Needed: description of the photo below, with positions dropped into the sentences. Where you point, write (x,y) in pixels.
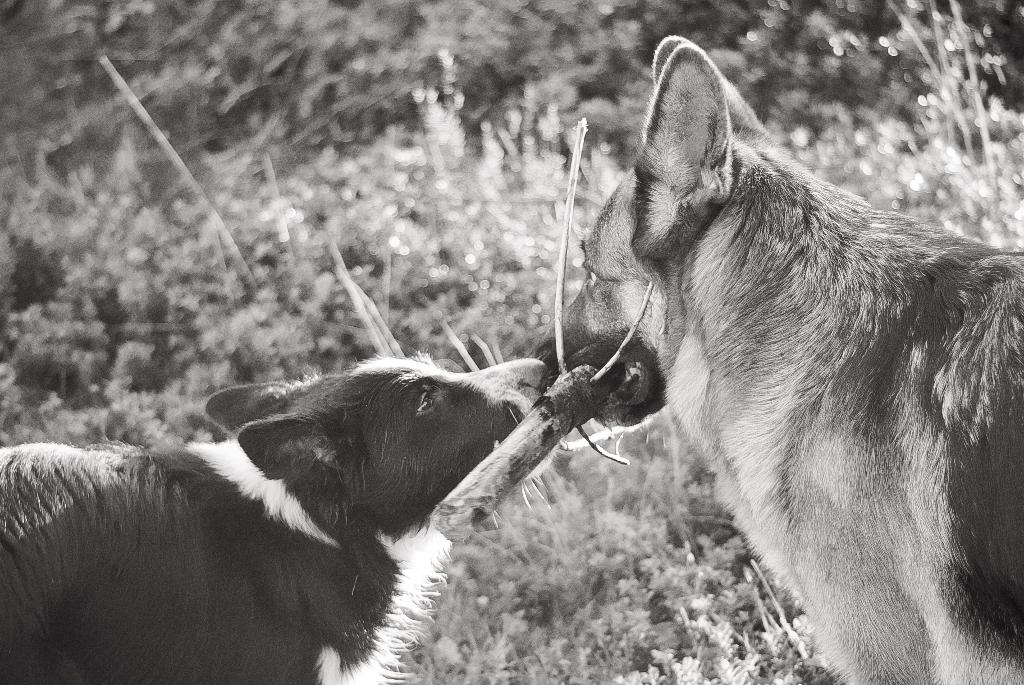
On the right side (869,409), there is a dog (870,381) holding a stick (585,385) with mouth (642,350) and standing. Beside this dog (568,317), there is another dog (87,455). In the background (272,275), there are plants (571,160) and trees (398,20).
